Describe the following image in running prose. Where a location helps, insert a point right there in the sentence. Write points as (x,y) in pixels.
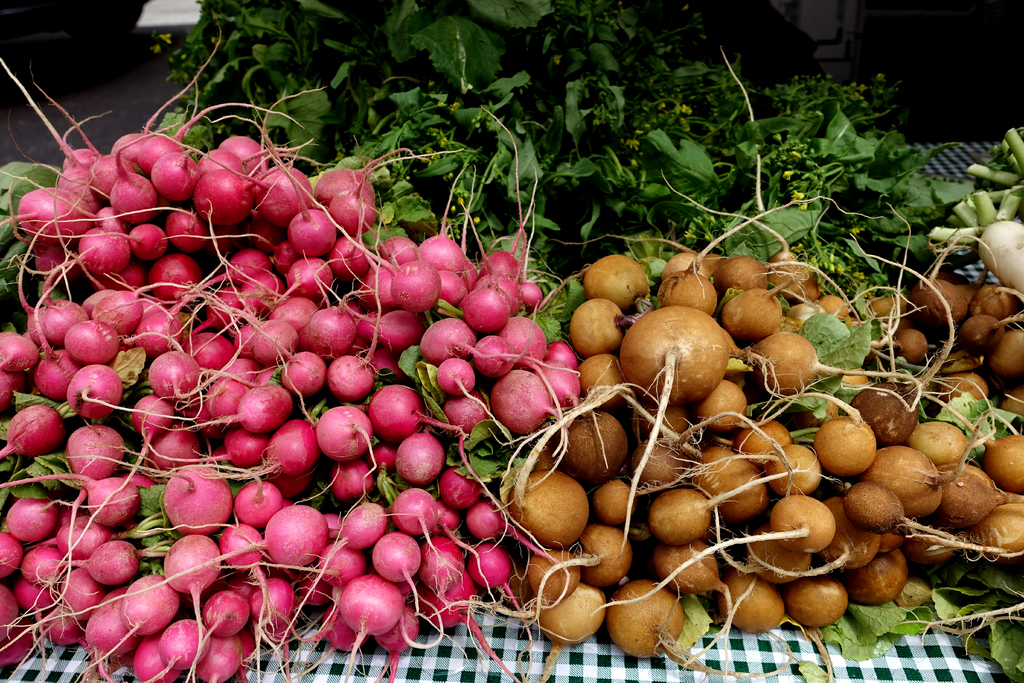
In this picture we can see different type of vegetables (813,349) on the table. At the bottom (938,643) we can see the cloth (552,682). In the top left corner (79,12) there is a wheel (133,22) on the road (133,64).
